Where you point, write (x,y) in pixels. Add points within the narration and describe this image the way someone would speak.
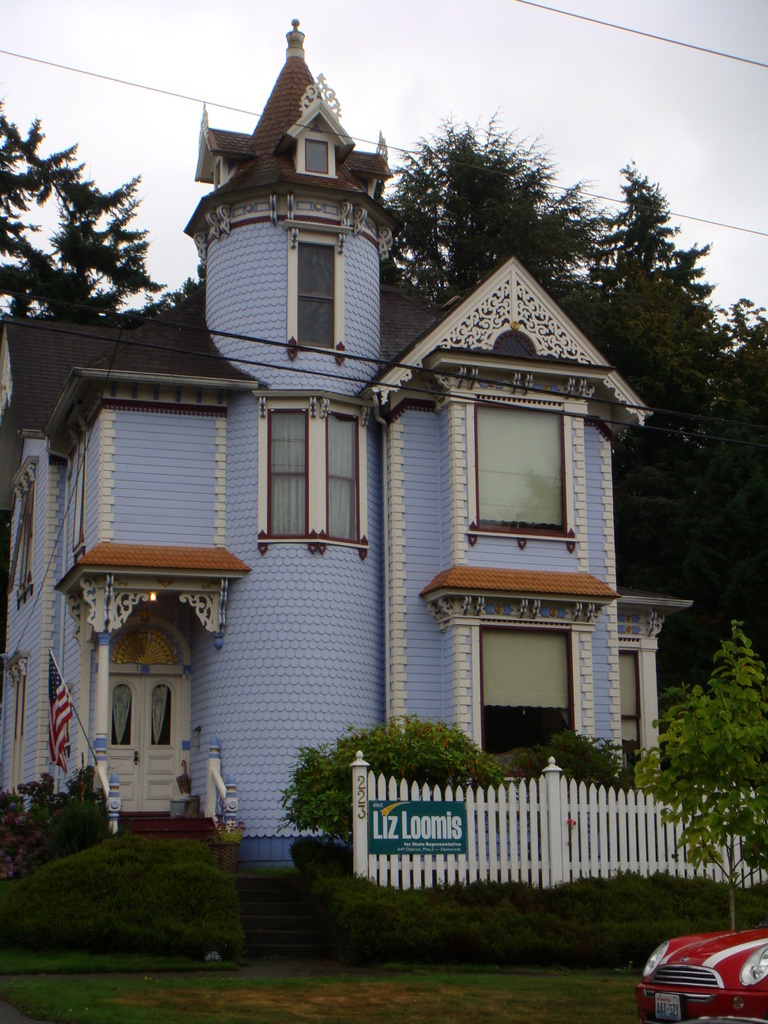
In the image we can see there is a building (352,488) and behind there are trees (488,271). The ground (442,982) is covered with plants (483,926), bushes (549,911) and grass (605,991). In Front (675,974) there is a car (665,974) parked on the road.
